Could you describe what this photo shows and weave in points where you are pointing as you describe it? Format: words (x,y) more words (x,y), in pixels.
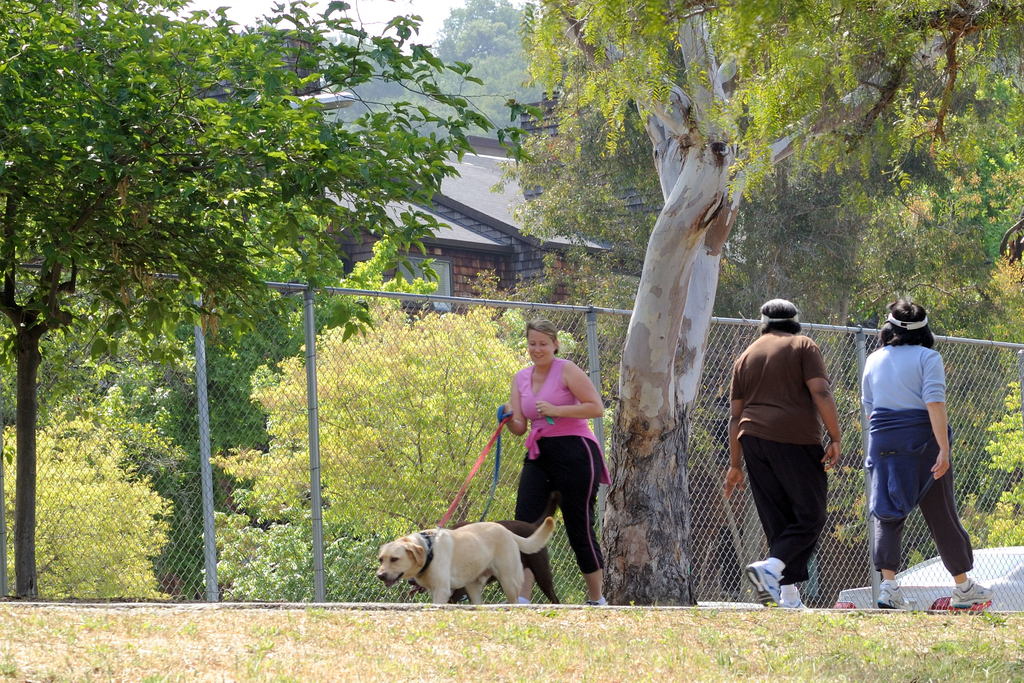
In this image we can see a group of people (549,399) standing on the ground (711,618). One woman (584,447) is holding the dogs (488,551) with leashes (494,459). In the center of the image (366,341) we can see a fence (968,459), building (468,192) with windows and roof (433,213), group of trees (616,182) and the sky (402,4). At the bottom of the image (509,675) we can see the grass (509,675).
